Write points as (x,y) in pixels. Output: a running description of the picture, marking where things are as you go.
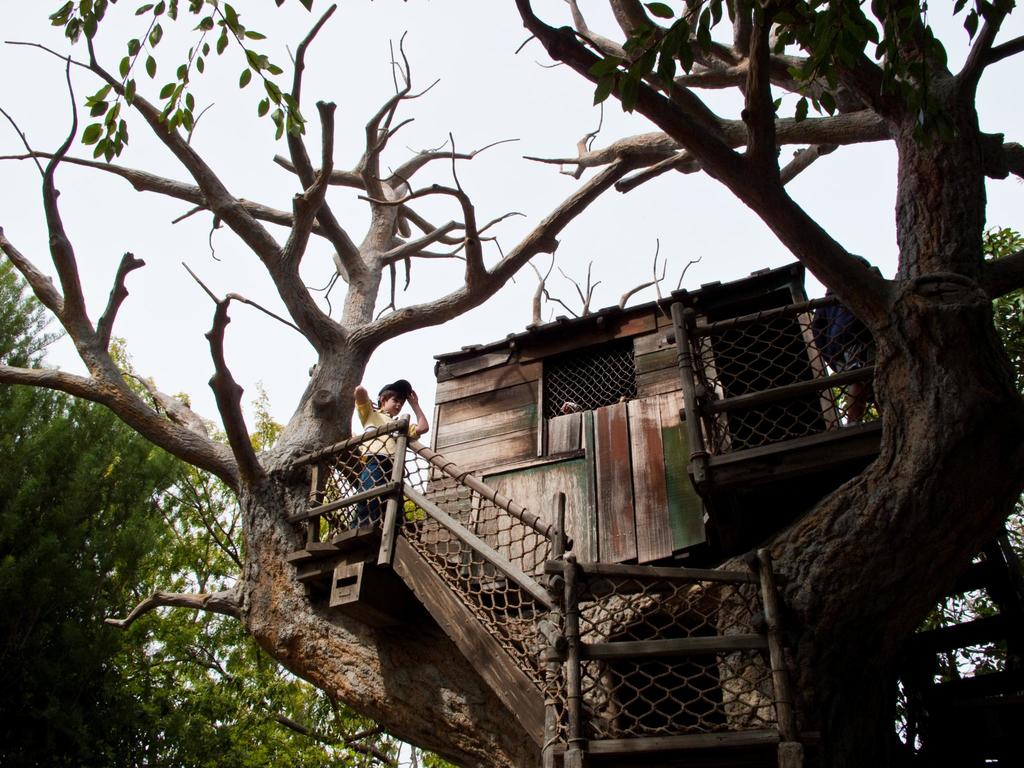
In this image there is one person (388,441) standing as we can see in middle of this image (383,456) and there is a house (590,451) on the tree (728,615) on the right side of this image (714,435) and there is one another tree (150,560) on the left side of this image (296,362) and there is a sky (508,83) in the background (592,124).
